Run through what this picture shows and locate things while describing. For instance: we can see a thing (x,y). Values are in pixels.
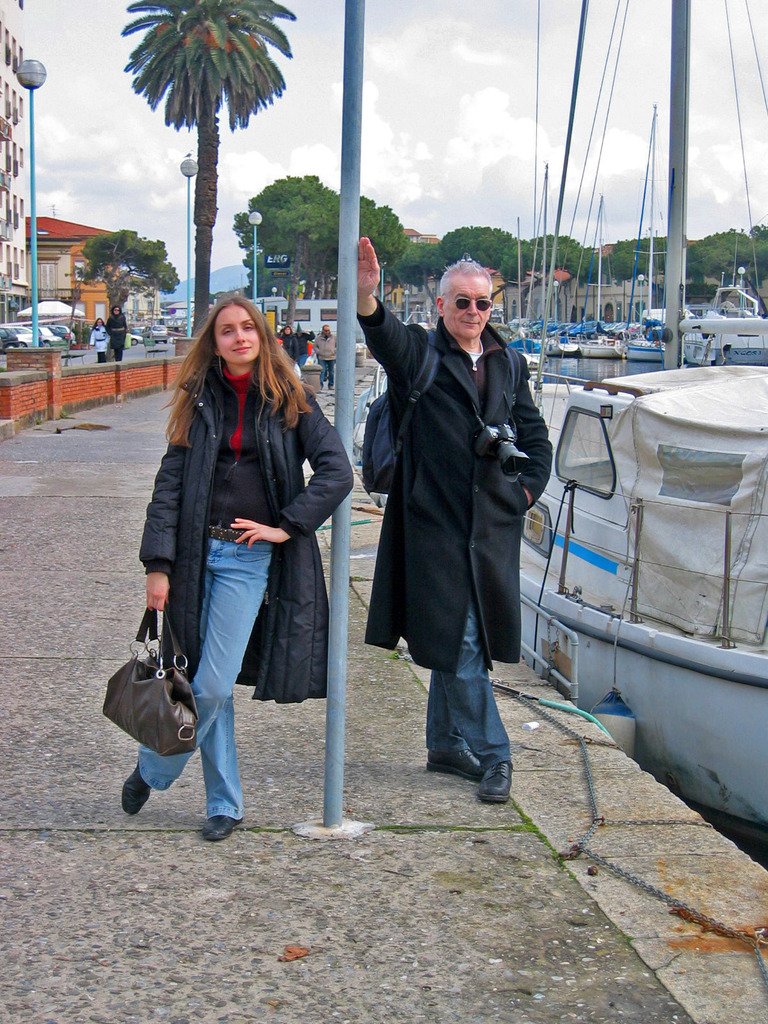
This image is clicked outside the city. There are two persons (200,666) in this image. A man (415,608) and a woman (251,681). The woman (194,650) is wearing black jacket (194,621) and holding a handbag (149,671). The man (425,333) is wearing a black colored coat (495,510) and wearing a backpack (380,475). To the right (600,246) there are many boats (620,548) in the water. In the background (281,230) there are many trees (293,180). And to the left (75,223) there is a building (48,274) with red roof (64,226).
